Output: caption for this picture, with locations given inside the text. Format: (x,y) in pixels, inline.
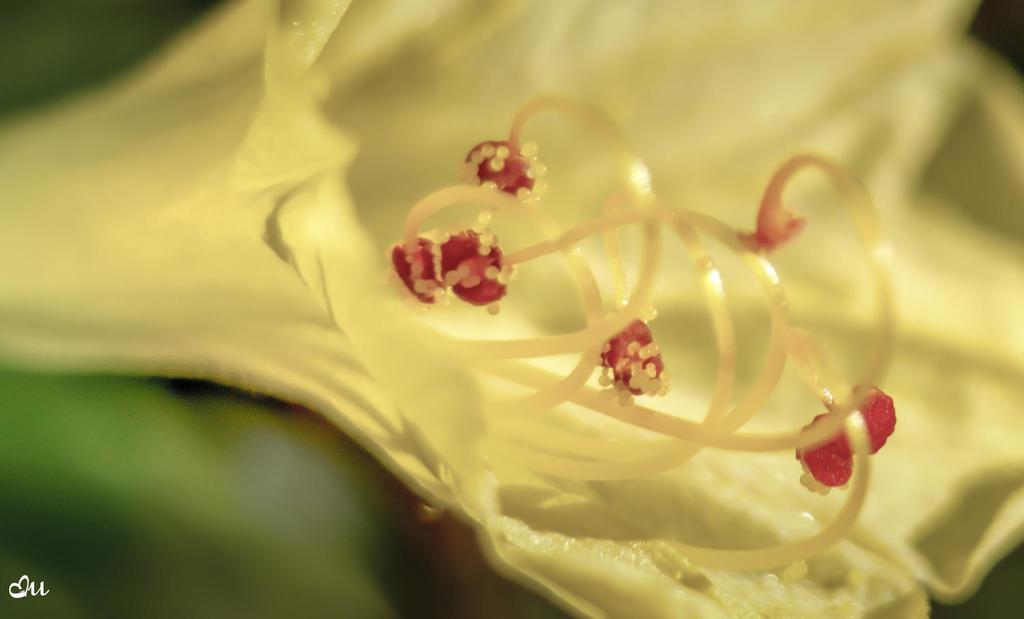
In this image, we can see a flower (574,180) and the blurred background (279,576). We can also see some text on the bottom left corner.
